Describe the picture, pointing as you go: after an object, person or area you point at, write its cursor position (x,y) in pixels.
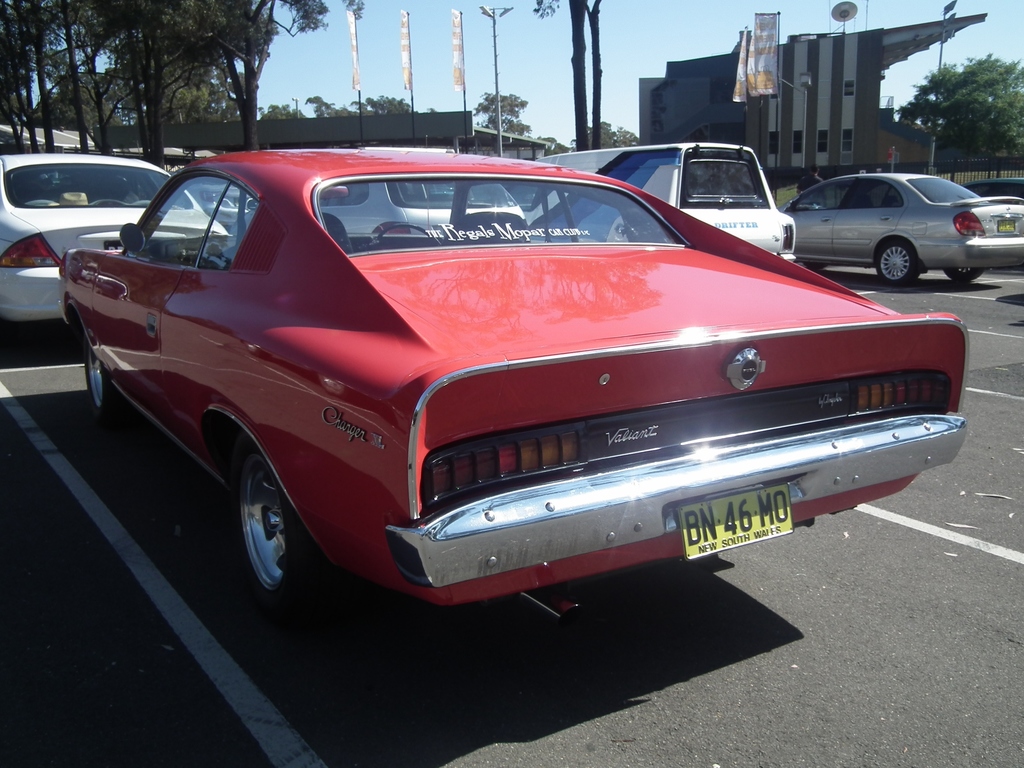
This picture is clicked outside. In the foreground (194,334) we can see the group of vehicles (684,362) parked on the road (818,571). In the background (696,101) we can see the trees (591,77), buildings (688,114), poles (496,82) and some other objects (453,58).
